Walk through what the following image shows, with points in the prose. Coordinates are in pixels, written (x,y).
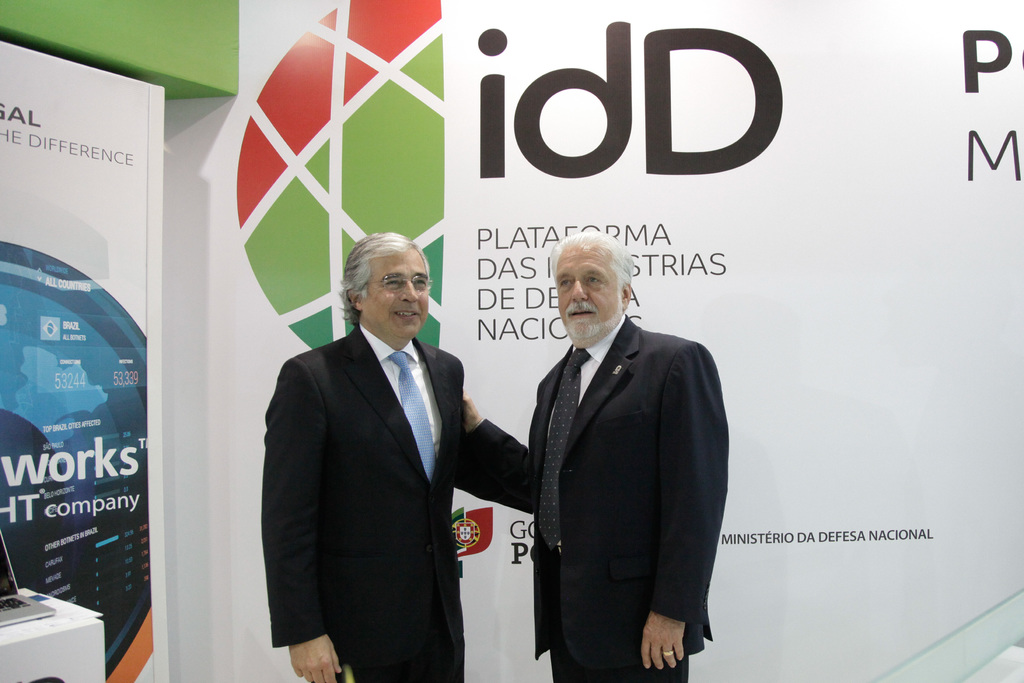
In the picture I can see two persons (561,454) wearing black suit (516,470) are standing and holding each other and there are few banners (539,70) which has something written on it in the background (469,170) and there is a laptop (14,610) placed on an object (3,656) in the left corner (26,592).
